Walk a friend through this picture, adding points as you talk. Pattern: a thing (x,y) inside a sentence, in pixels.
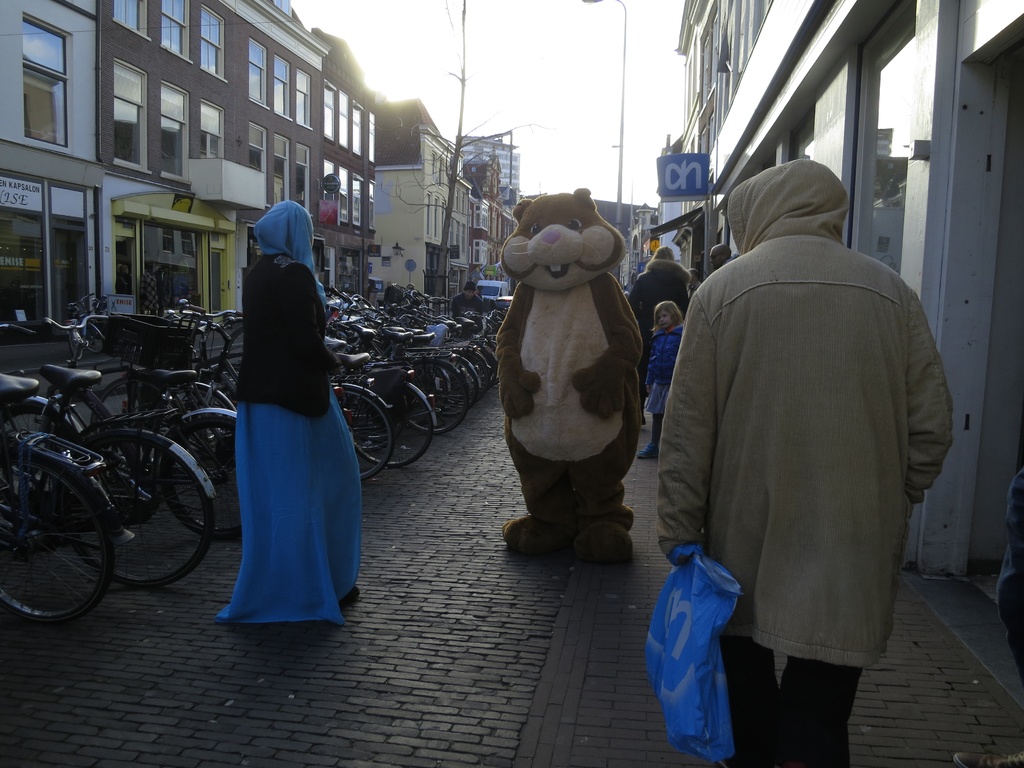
In this image I can see few people (829,745) are standing and here I can see a person (627,369) in costume (610,234). I can also see number of bicycles (397,414), buildings (323,145), a pole (625,47), a street light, a blue colour board (691,160) and here I can see something is written.
